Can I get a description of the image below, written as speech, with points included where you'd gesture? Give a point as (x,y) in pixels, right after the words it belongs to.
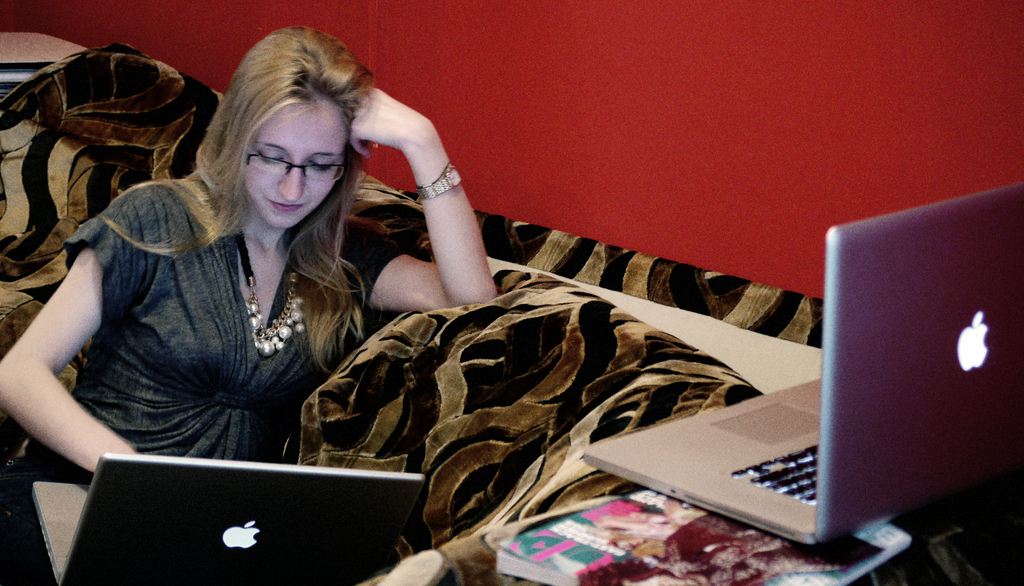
In this picture we can see a woman (175,280) wore a spectacle (259,157), watch (440,187) and sitting on a sofa (563,418), laptops (693,442), book (587,537) and in the background (72,34) we can see the red wall (469,38).
